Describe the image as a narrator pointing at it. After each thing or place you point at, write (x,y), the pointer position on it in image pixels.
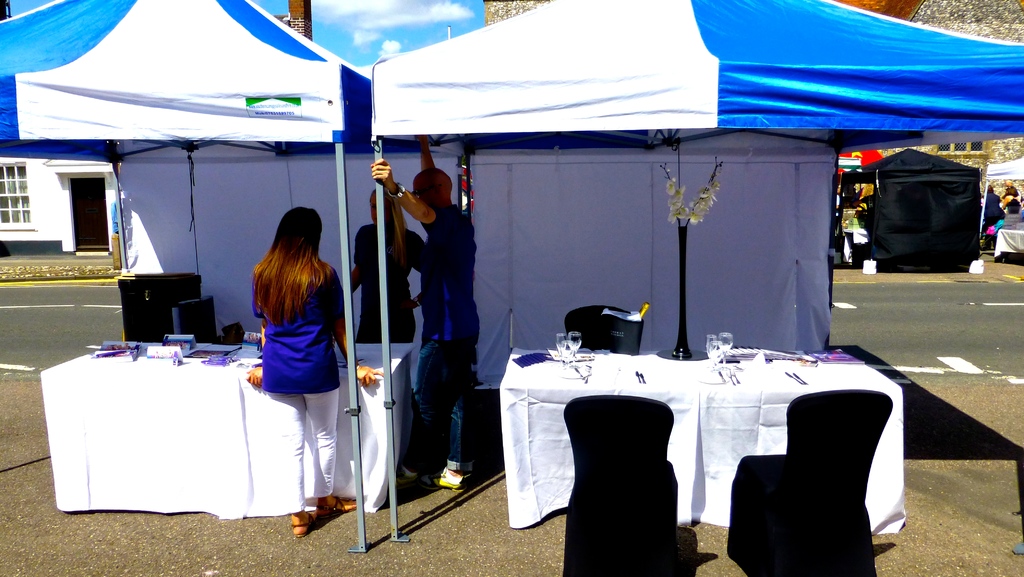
In this image we can see people (266,311) standing near the table (265,424). There are tents (813,148), chairs (624,418), tables (542,435) and some things (834,359) on the table (560,396). In the background (387,16) we can see buildings (1,185), clouds (390,52) and sky (344,40).
